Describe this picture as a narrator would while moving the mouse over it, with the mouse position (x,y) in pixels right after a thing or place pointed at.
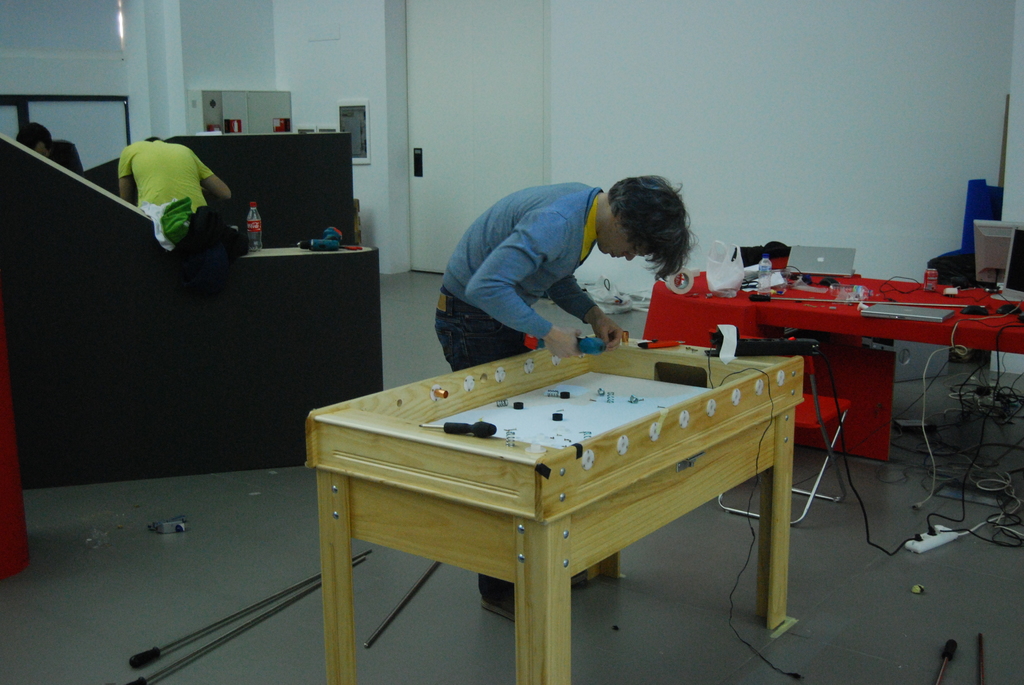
This is a picture taken in a room (224,380), the man (477,291) in blue t shirt (483,306) was standing on the floor (204,508) and doing some work. In front of the man (565,304) there is a wooden table (540,486) on the table (588,388) there are some items (643,343). Behind the man (521,317) there is a red table (811,315) on the table (856,328) there are laptops (887,312), cables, polythene cover (717,274), bottle (769,272) and some items (781,286). Background of the man (523,270) there is a wall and a door (488,133).
